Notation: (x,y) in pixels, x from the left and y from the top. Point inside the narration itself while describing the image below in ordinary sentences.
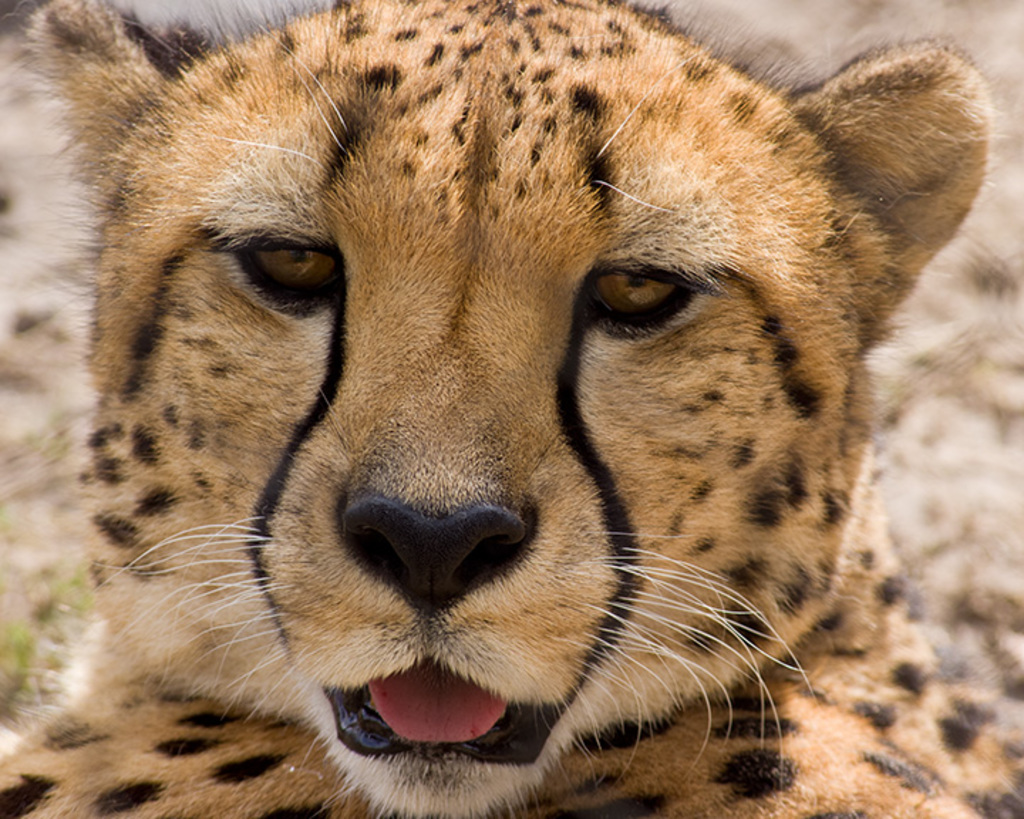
In this image we can see a cheetah (382,500).
